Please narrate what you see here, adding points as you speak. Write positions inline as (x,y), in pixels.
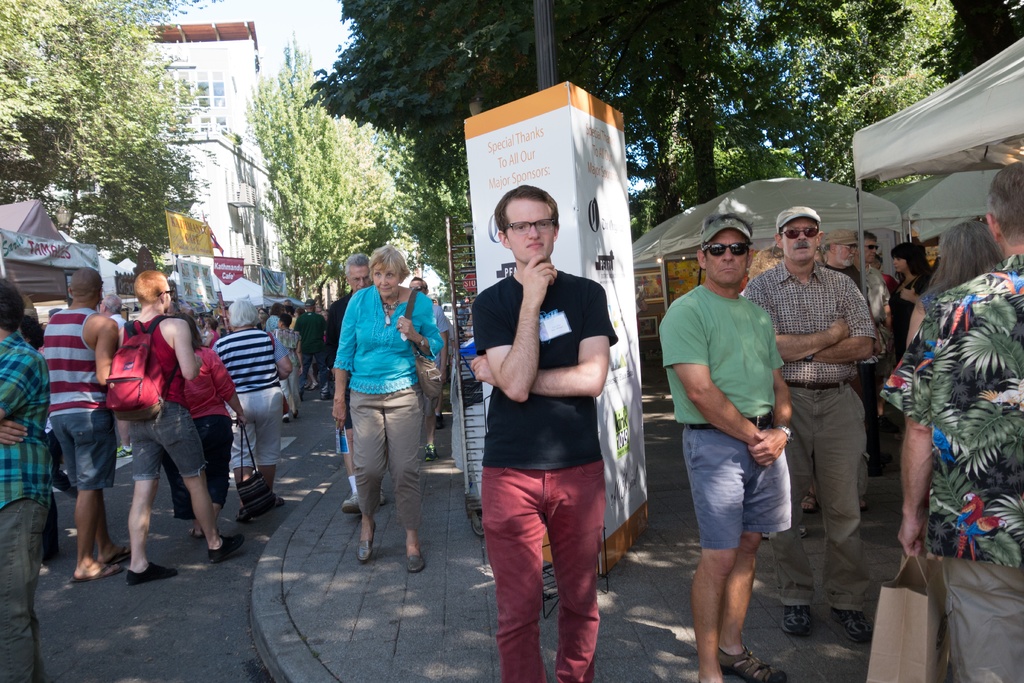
This picture is clicked outside. In the foreground (160,415) we can see the group of people (553,331) and we can see the tents (18,219), banners (576,163) on which we can see the text (199,244) is printed. In the background (300,12) there is a sky (312,16) and we can see the trees (358,55), buildings (215,197) and some other items (476,426).
